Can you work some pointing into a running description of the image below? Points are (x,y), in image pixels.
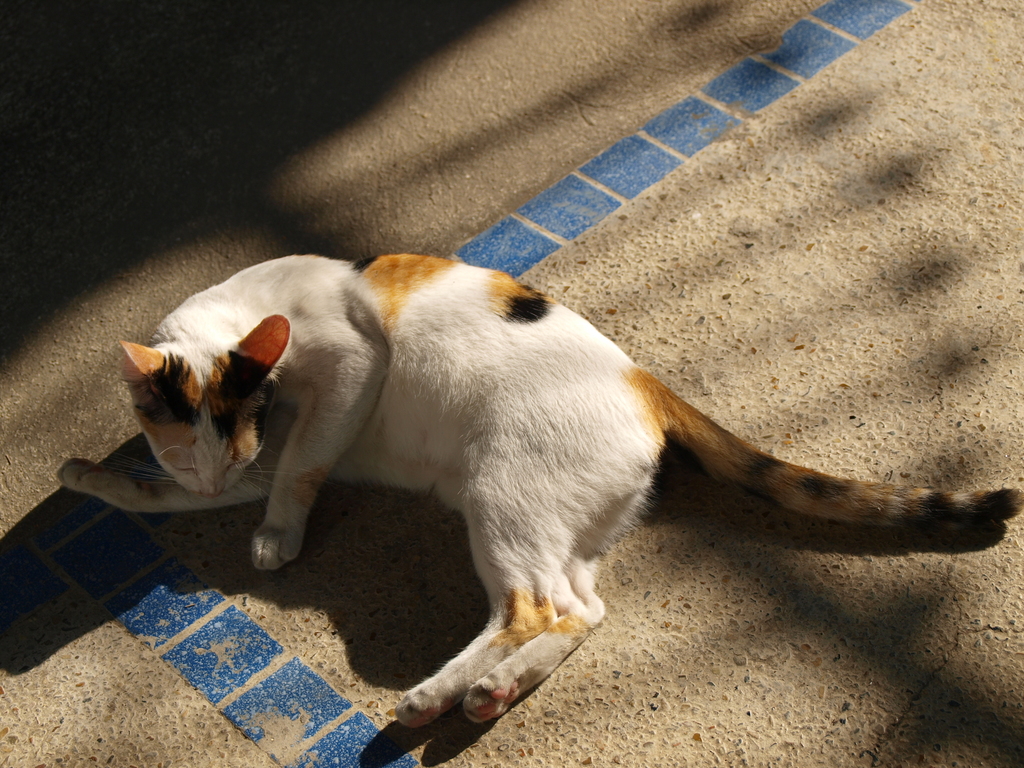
In this picture we can see a cat (482,444) is lying on the floor (692,323).
